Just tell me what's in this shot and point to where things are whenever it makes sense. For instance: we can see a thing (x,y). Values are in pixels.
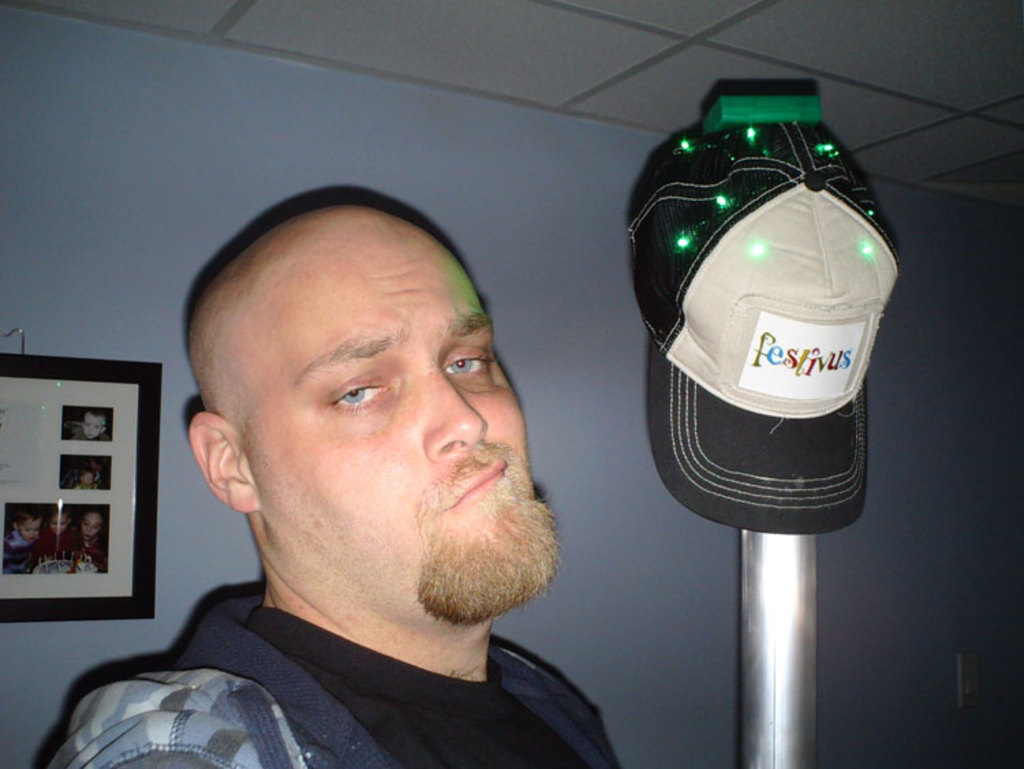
There is one person (360,507) at the bottom of this image (384,566). There is one cap (807,433) kept on a rod (792,588) as we can see on the right side of this image (811,557). There is a wall (844,587) in the background (188,478). There is one photo frame (70,473) is attached onto this wall (100,279).
